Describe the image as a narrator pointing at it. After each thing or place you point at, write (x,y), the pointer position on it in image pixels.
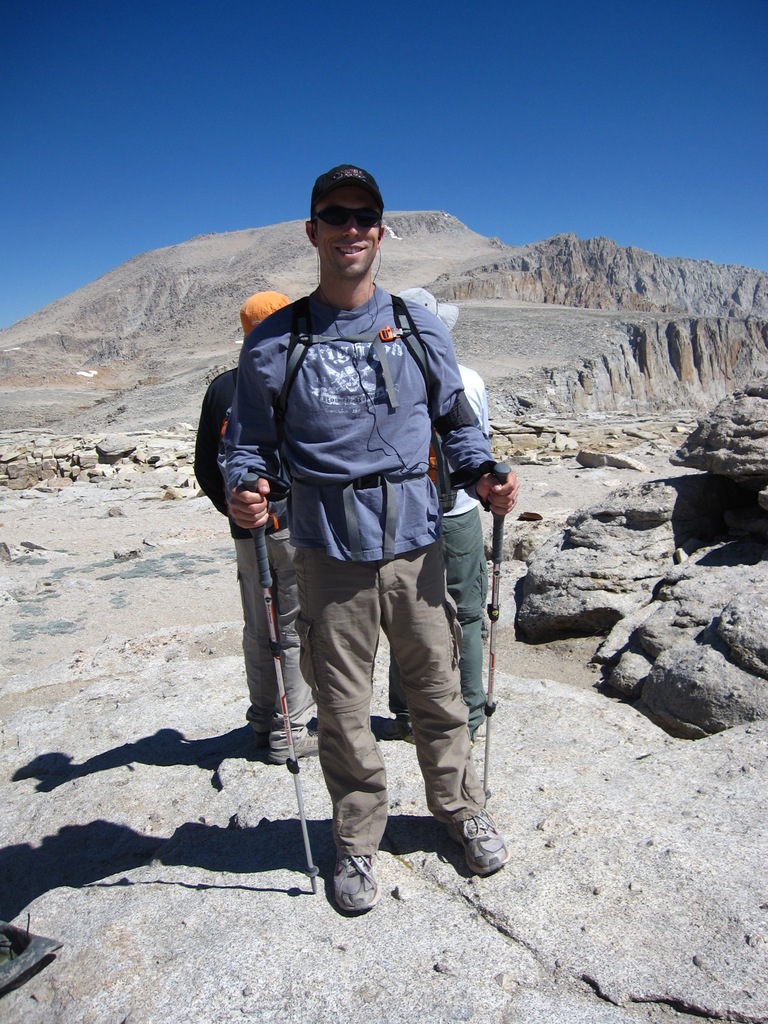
This is a picture of a man (423,625) standing and smiling near the mountains (51,313) and in background (540,20) there are two other people (283,302) and sky (596,157).
